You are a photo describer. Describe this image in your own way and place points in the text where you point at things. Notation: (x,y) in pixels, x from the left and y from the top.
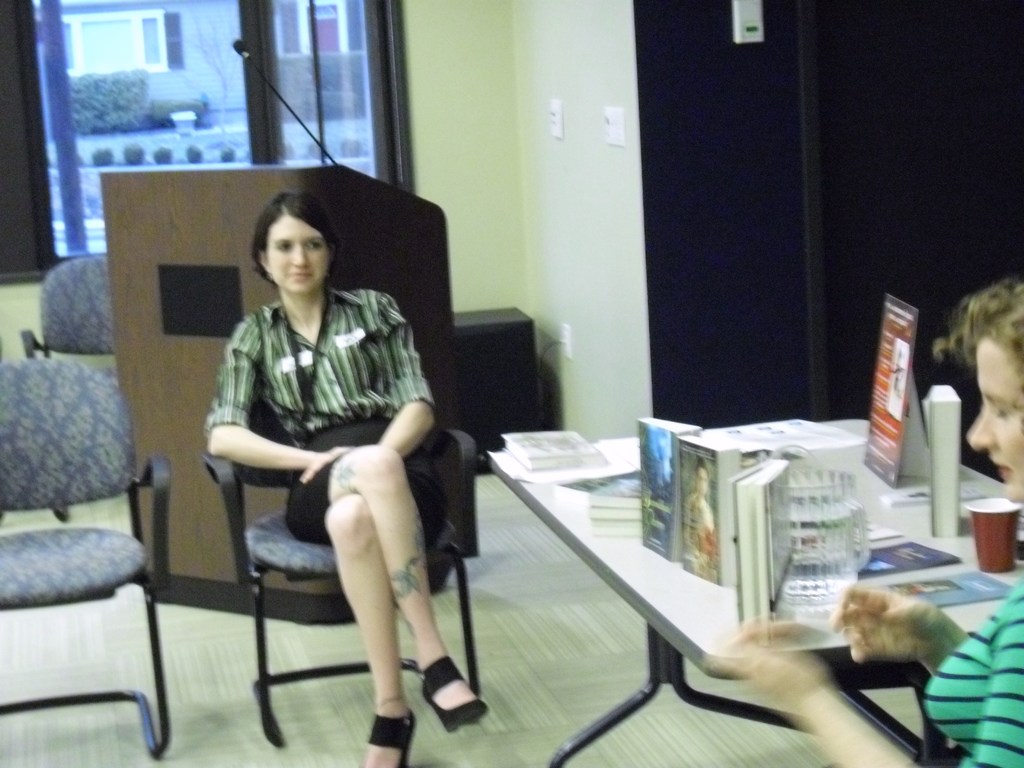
This is an image clicked inside the room (314,737). In this image I can see a woman (331,413) wearing a shirt (331,397) and sitting on the chair (284,549). On the right side of the image (996,444) there is another woman (1007,430). just beside of this woman (976,670) there is a table (896,514). On the table (878,514) there are some books (750,521), jug (838,493), papers (606,475) are there. On the top left of the image (115,94) I can see a window (144,70).
